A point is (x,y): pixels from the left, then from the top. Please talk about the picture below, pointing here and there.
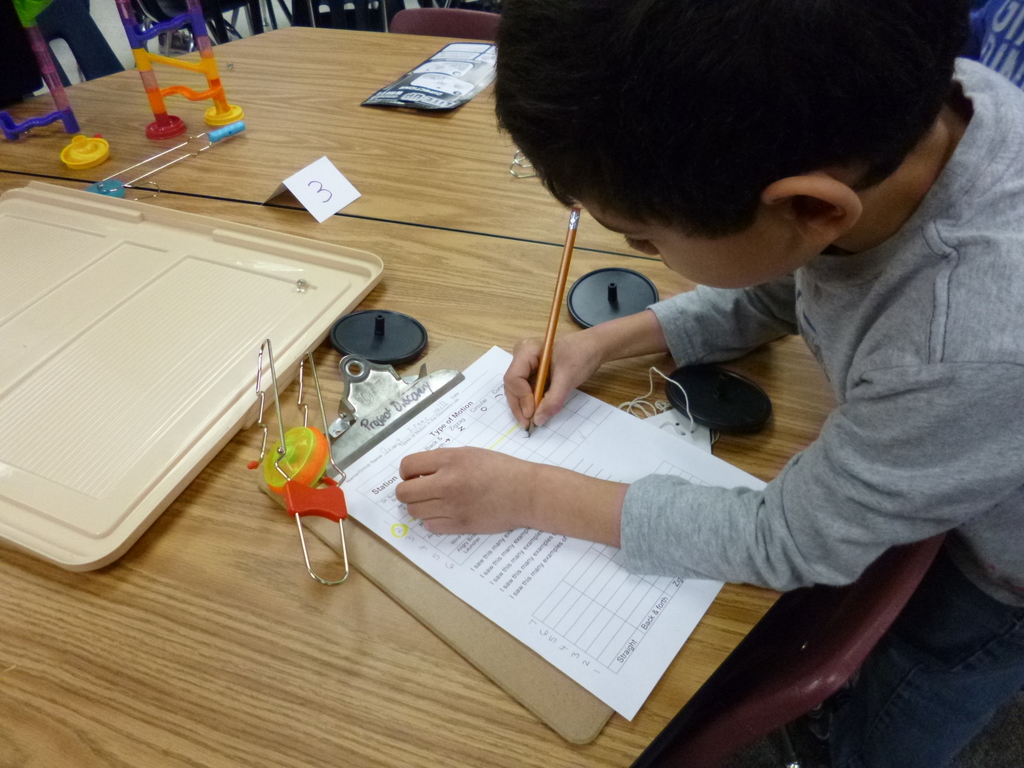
In this image I can see a table (208,693), on the table (133,96) I can see tray (133,391), wooden pad (451,596), paper (410,433), some toys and a boy (871,284) holding a pencil (547,349) visible on the right side (971,191), in front of the table (736,607) there is a chair (863,615) visible at the bottom (841,653).
